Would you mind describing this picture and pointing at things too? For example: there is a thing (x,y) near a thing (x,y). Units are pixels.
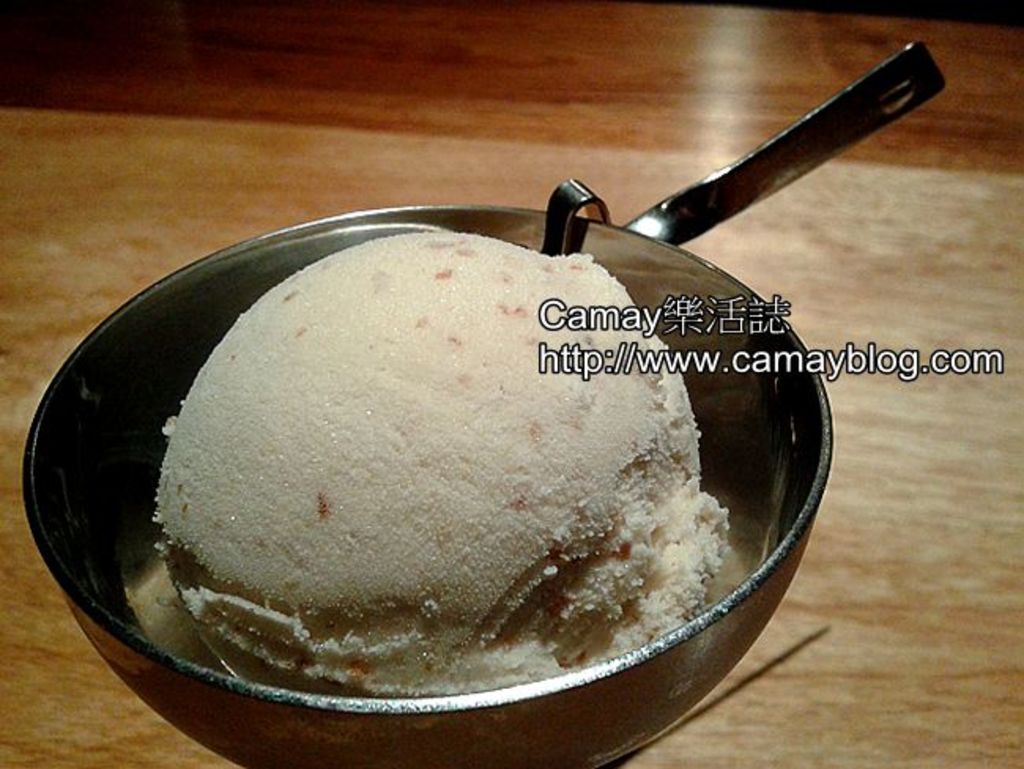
In this picture there is an edible (501,498) placed in a bowl (658,293) and there is something written beside it.
